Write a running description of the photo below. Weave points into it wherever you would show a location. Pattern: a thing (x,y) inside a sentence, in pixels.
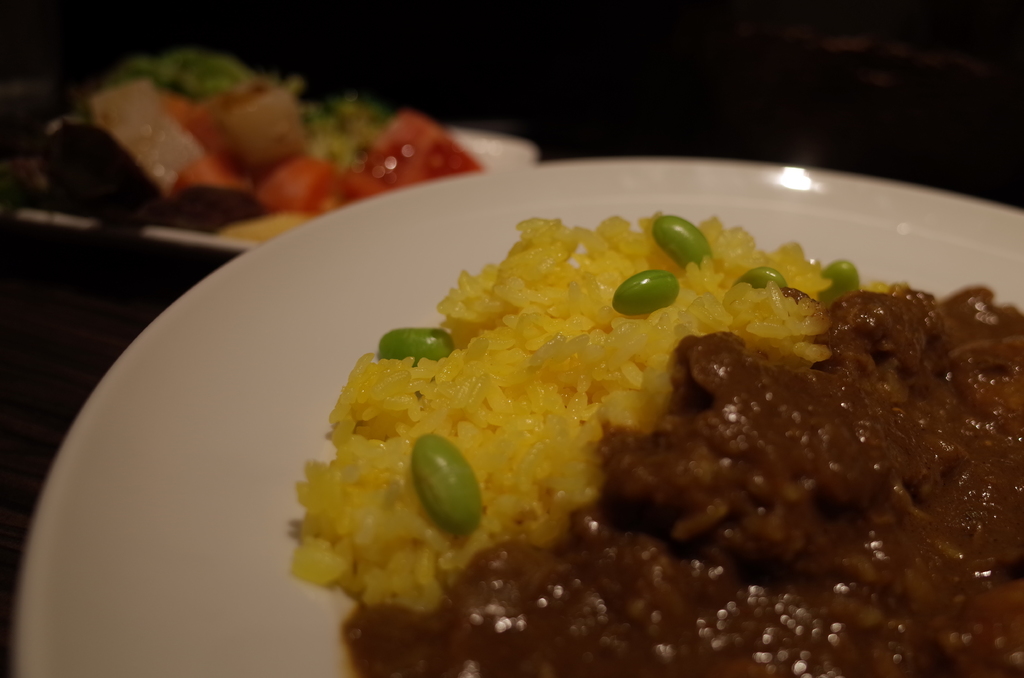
This picture shows some food (850,662) in the plate (420,213) and we see food (435,130) in another plate (296,220) on the table (888,85).
